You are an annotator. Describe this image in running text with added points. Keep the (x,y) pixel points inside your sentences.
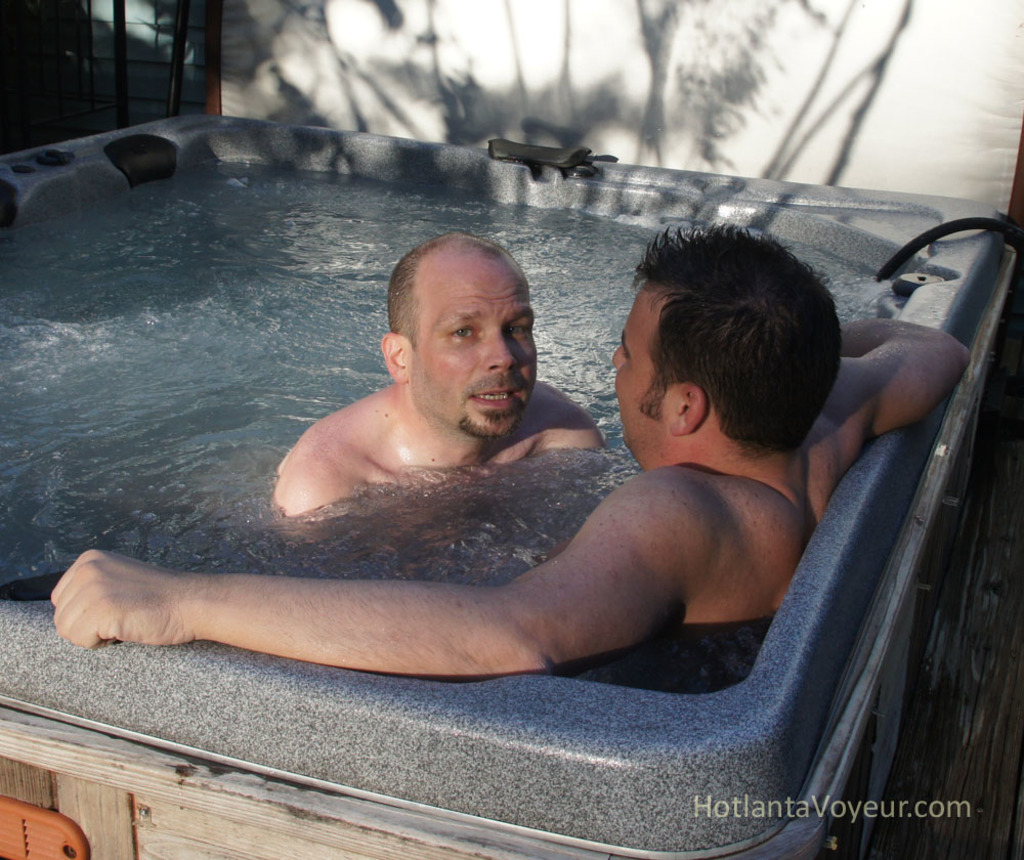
These two people (392,372) are in water (433,563). This man (656,514) is looking at the opposite person (498,339). Shadow (658,86) of tree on this white wall (629,68). Bottom of the image (869,811) there is a watermark (924,802).
